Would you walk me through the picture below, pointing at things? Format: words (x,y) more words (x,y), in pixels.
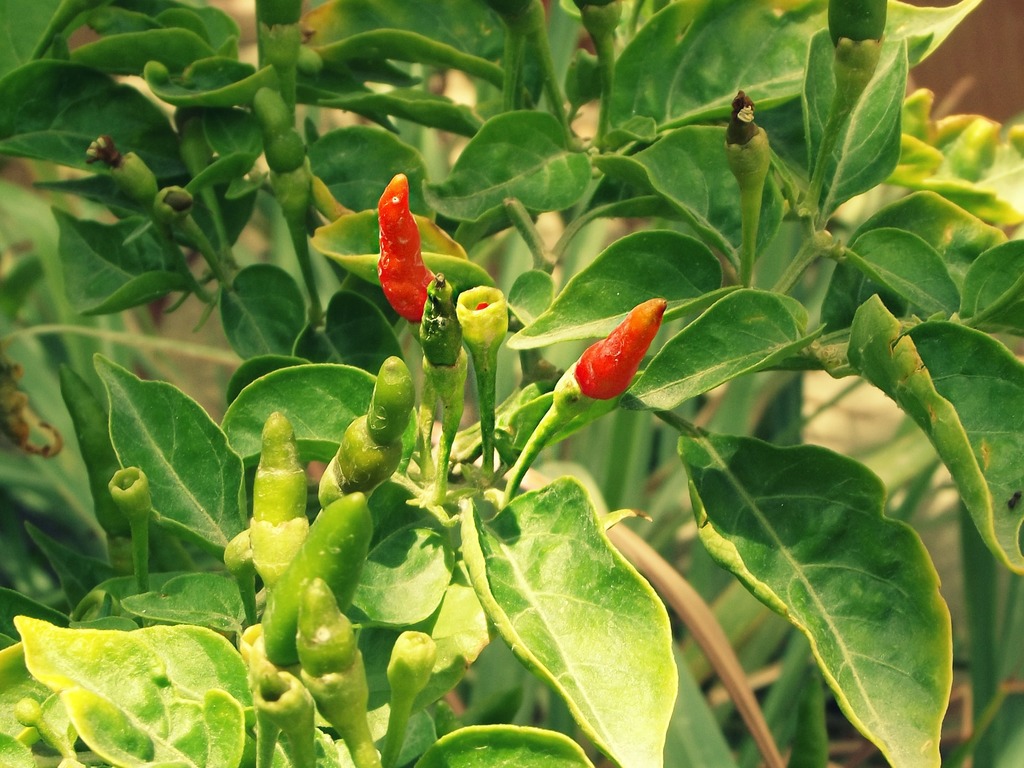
In this image we can see some chilies (400,369) and leaves (424,554) on branches (426,509) of a tree (580,482).
